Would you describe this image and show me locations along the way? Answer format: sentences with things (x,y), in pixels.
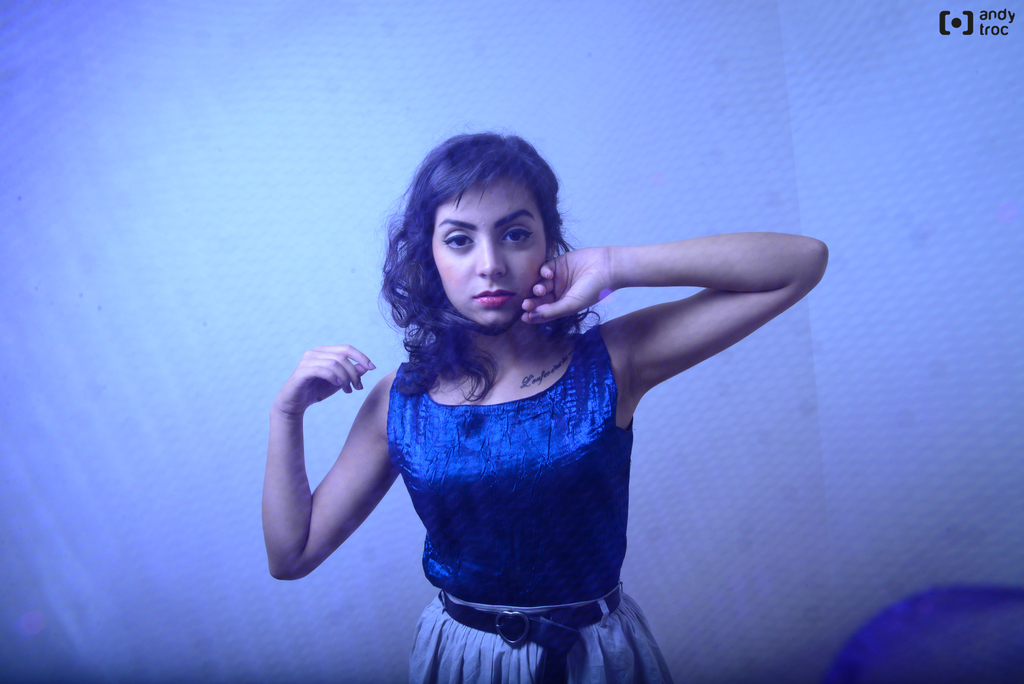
In the center of the image (474,299) we can see a woman (509,501) wearing the belt (541,614) and she is having the tattoo (550,371). In the background (334,144) we can see the wall (784,209). In the top right corner (978,29) there is logo (970,16) with the text (1004,28).
